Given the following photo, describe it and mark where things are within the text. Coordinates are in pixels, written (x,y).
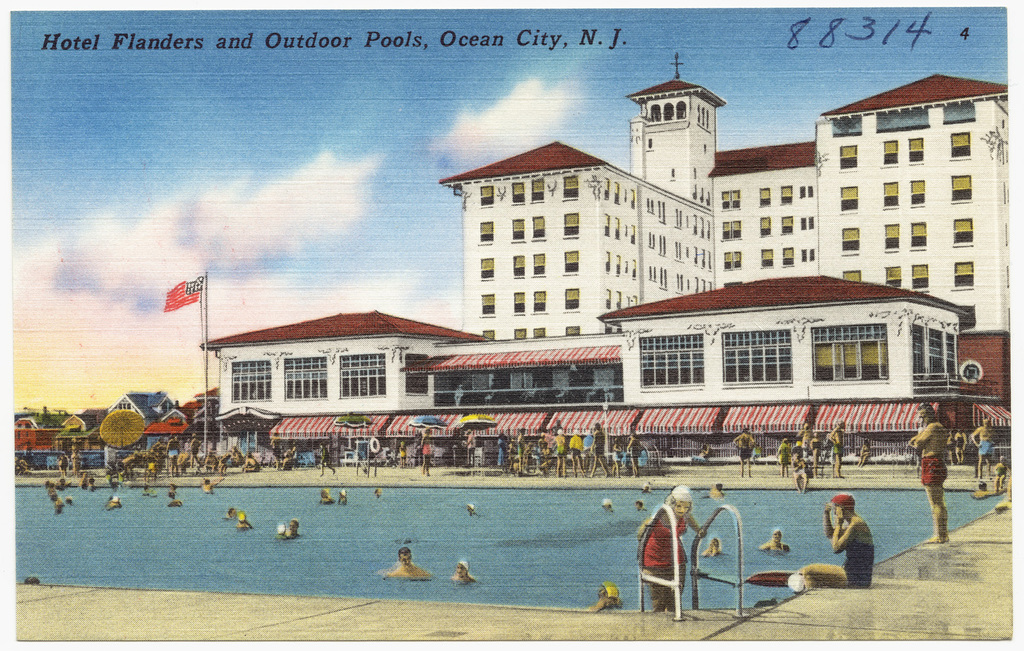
In this image I can see depiction of swimming pool (410,521), people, buildings (440,368), a flag (193,298), cloud (251,266) and the sky (368,113). I can also see something is written over here.
